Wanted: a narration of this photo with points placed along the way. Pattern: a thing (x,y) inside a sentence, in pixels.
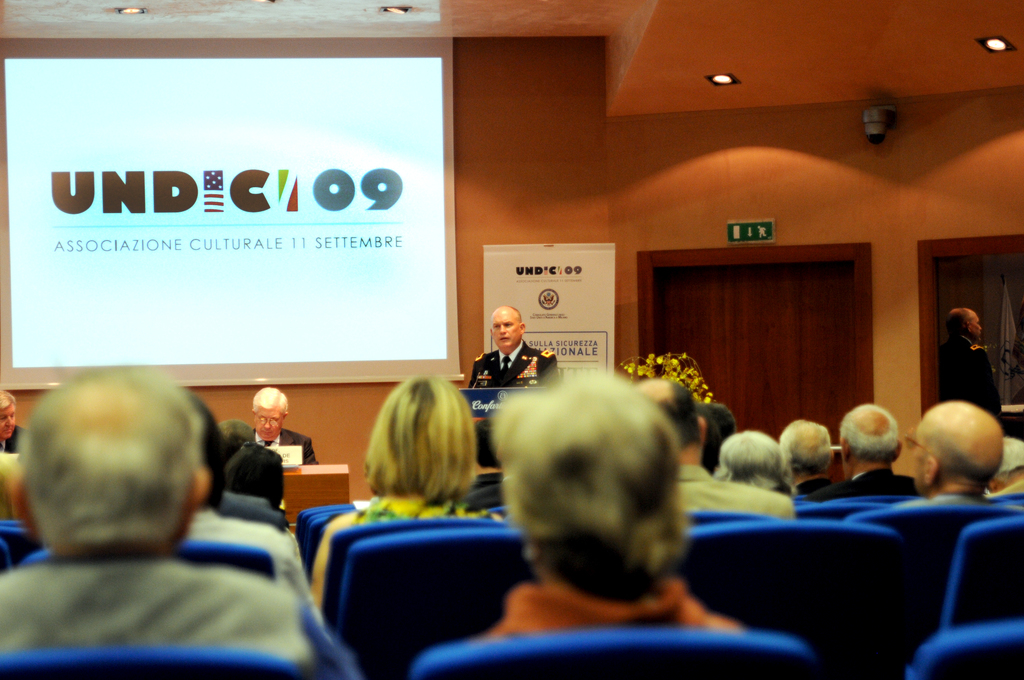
In this picture we can see people (542,510) are sitting on the chair (394,536) and at the back side (242,235) there is a projector (249,206). Beside projector (282,257) there is a person (519,343) standing and in front of the projector (295,361) there are two persons (261,409) sitting on the chair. At the right side of the image (829,351) there is a door (768,303) and at the top of the roof (796,75) there are four fall ceiling lights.
